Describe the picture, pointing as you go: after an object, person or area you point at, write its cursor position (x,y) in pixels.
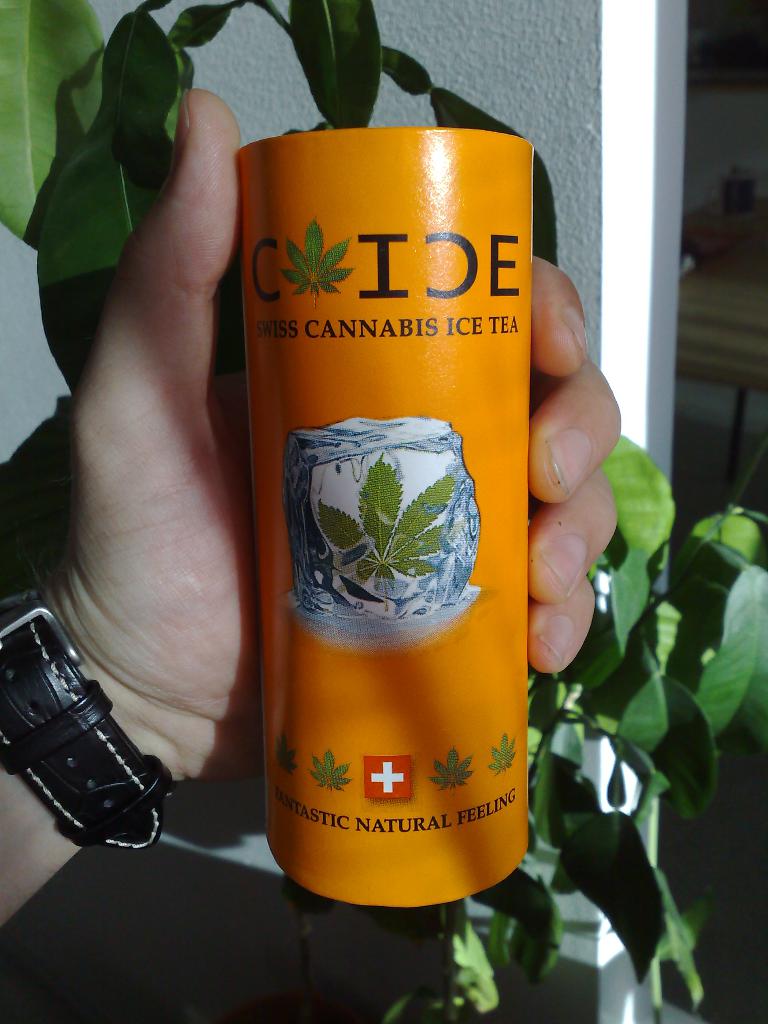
In this picture we can see a person (103,679) is holding a tin (417,558), there is some text (434,236) on the tin (358,630), in the background (499,123) we can see a wall (505,77) and a plant (620,635), this person (183,639) wore a wrist watch (71,727).
